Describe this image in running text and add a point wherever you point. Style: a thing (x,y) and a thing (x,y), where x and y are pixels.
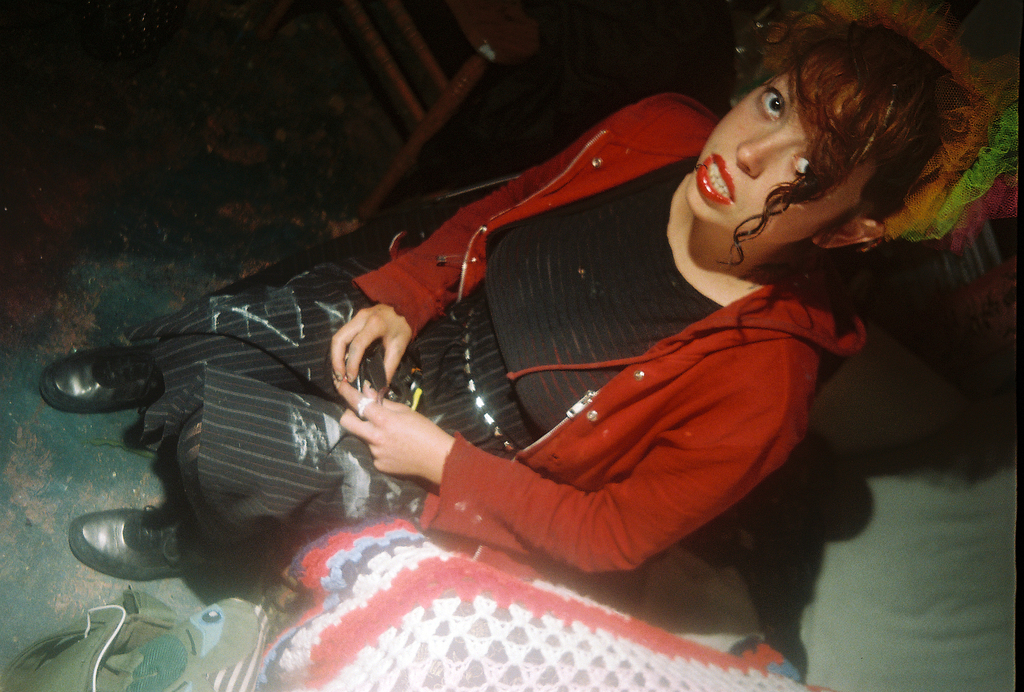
In this image, we can see a woman (209,354) sitting and there is a chair (452,106).
